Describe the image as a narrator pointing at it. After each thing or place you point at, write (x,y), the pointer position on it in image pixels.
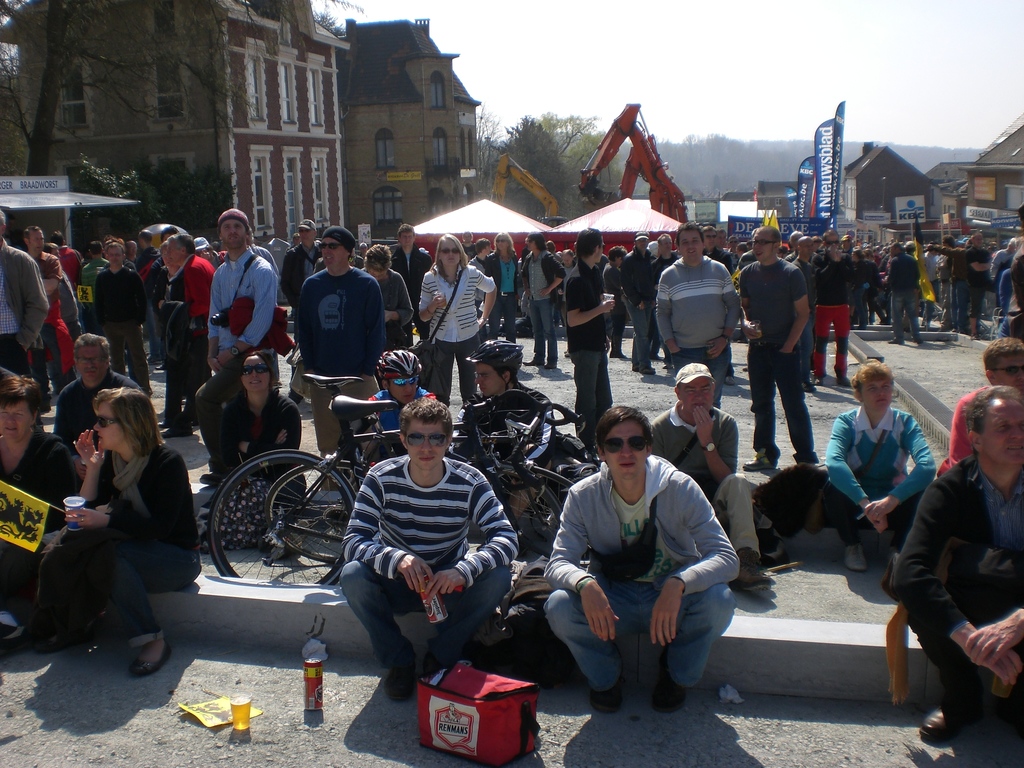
This image consists of so many people (429,460) in the middle (462,386). There are buildings (277,150) on the left side (330,221). There is sky (571,58) at the top (571,57). There are trees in the middle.
